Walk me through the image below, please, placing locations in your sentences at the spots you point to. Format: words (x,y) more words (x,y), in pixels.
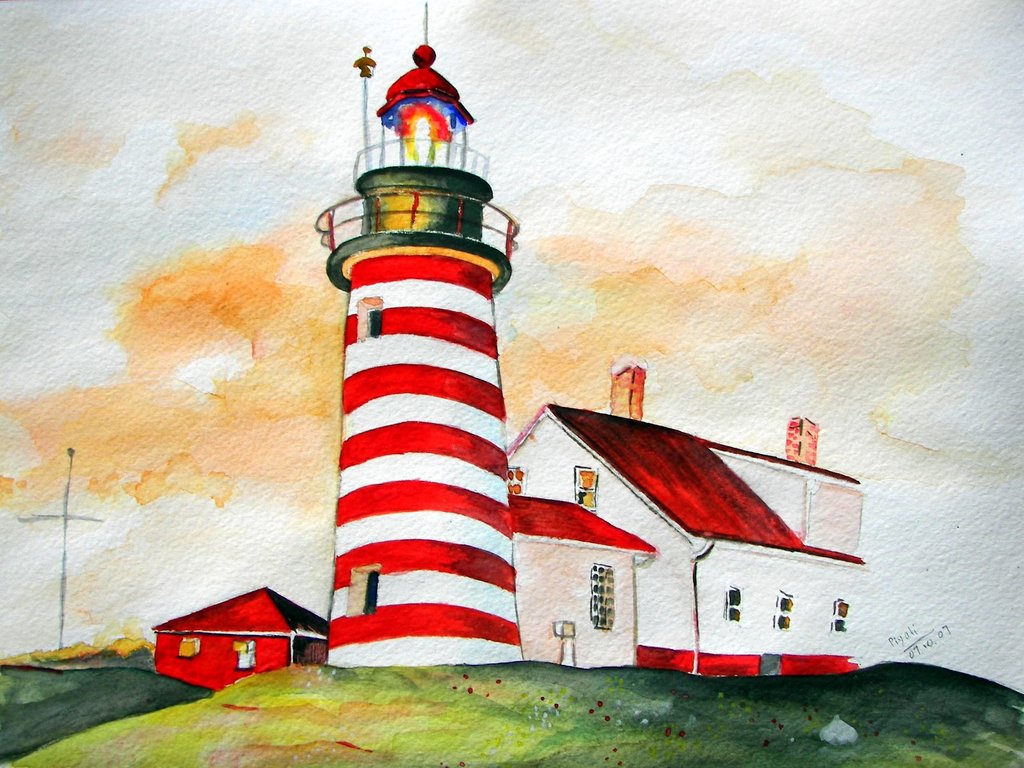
This image is a painting. There is a house (258,627). There is grass (345,698).
